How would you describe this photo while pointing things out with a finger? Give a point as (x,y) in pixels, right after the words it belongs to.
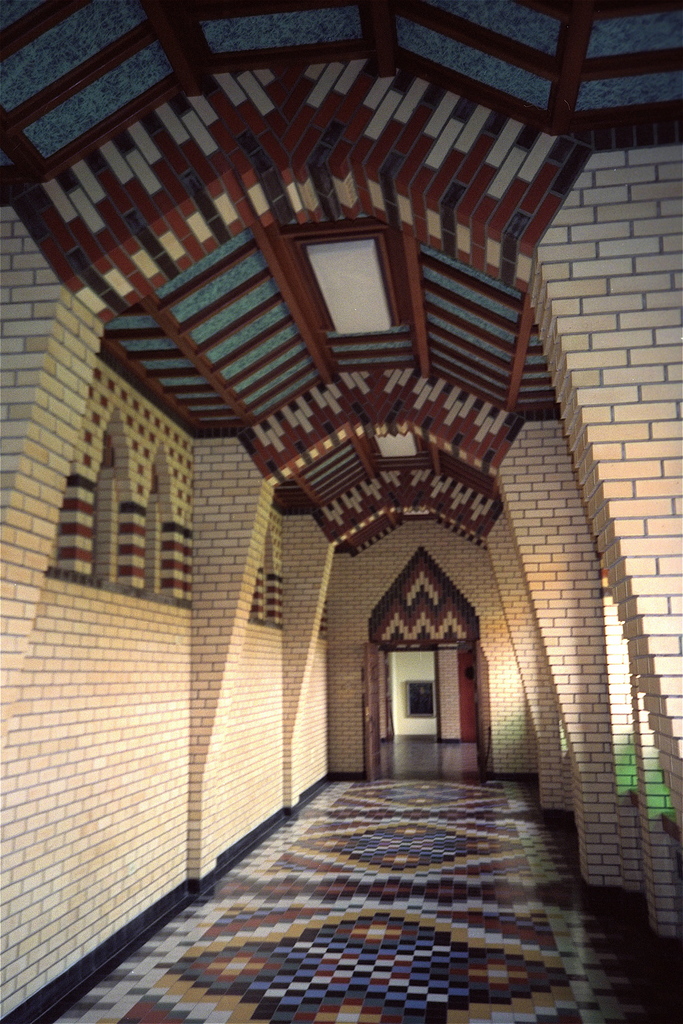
There is a passage (302,1013). On the sides there are brick walls (502,645). In the back (381,732) there are doors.
